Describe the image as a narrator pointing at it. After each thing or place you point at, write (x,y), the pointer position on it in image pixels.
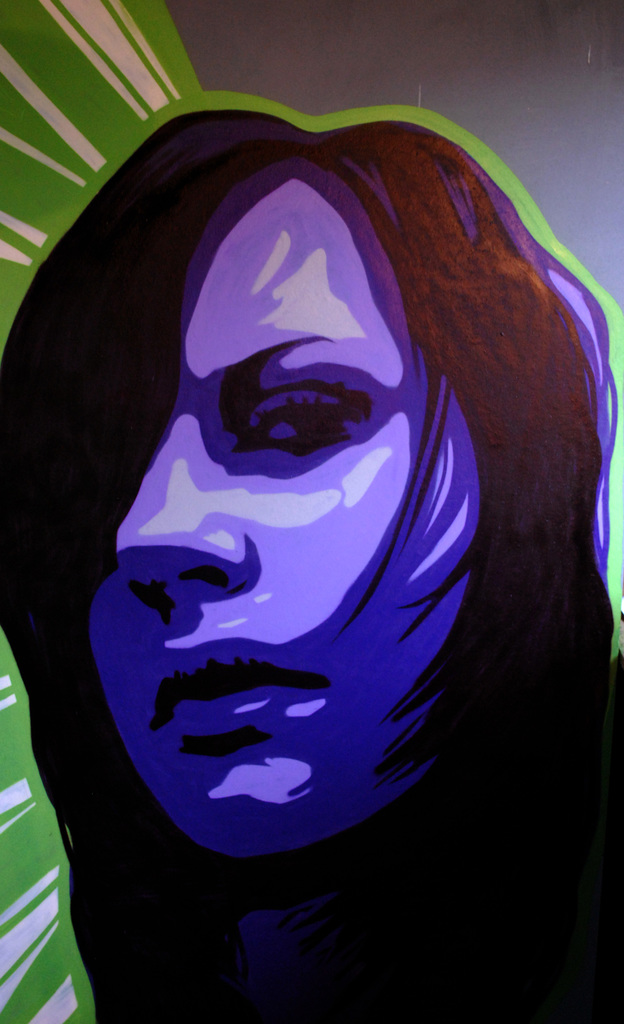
In this image I can see a woman's animated picture (590,849). On the top (331,67) I can see ash and green color. This image is an animated picture.
